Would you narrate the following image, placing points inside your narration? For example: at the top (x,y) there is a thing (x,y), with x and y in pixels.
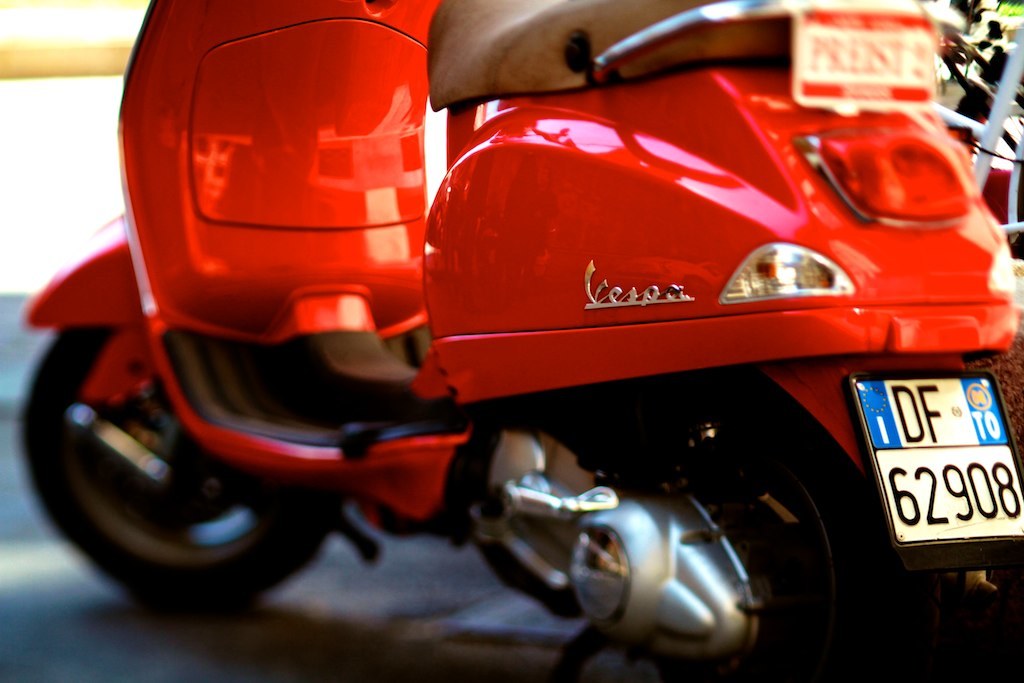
In this image I can see a motorbike (551,281) which is red and black in color on the ground (351,613). In the background (992,190) I can see few other vehicles (982,94).
